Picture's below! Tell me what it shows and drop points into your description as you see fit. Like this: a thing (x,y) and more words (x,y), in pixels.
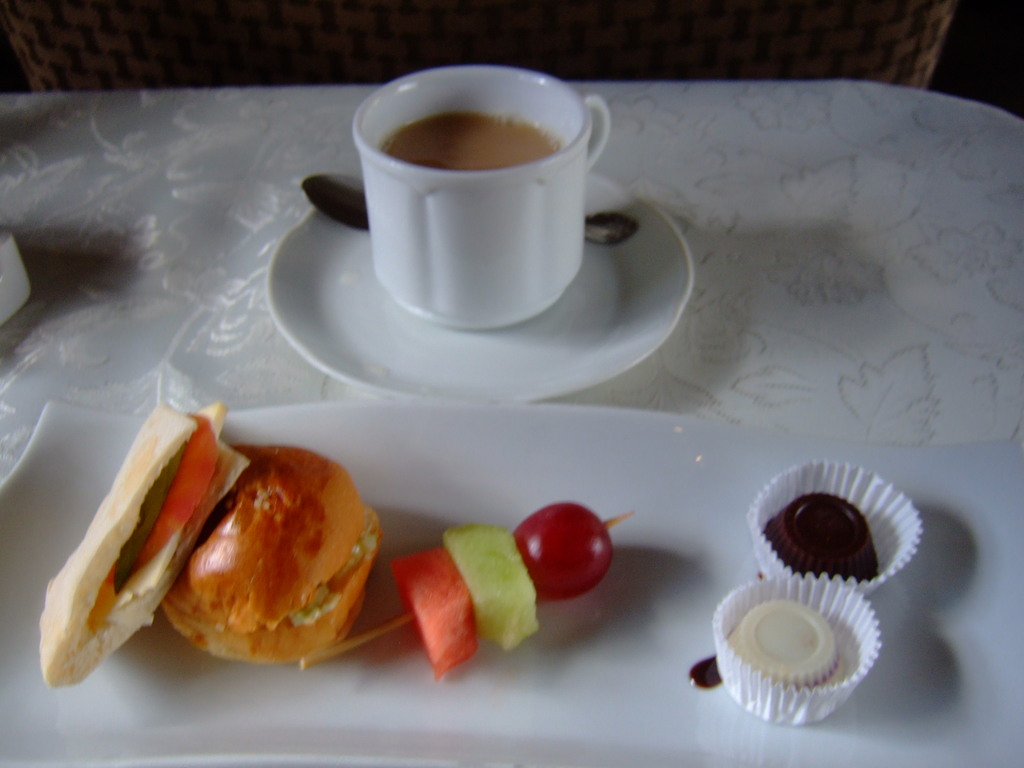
In this picture we can see a cup (422,270) with tea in it, food items (269,590) on the plate (403,484), saucer (441,332), spoon (333,182), cloth (953,279) and some objects (745,58).
